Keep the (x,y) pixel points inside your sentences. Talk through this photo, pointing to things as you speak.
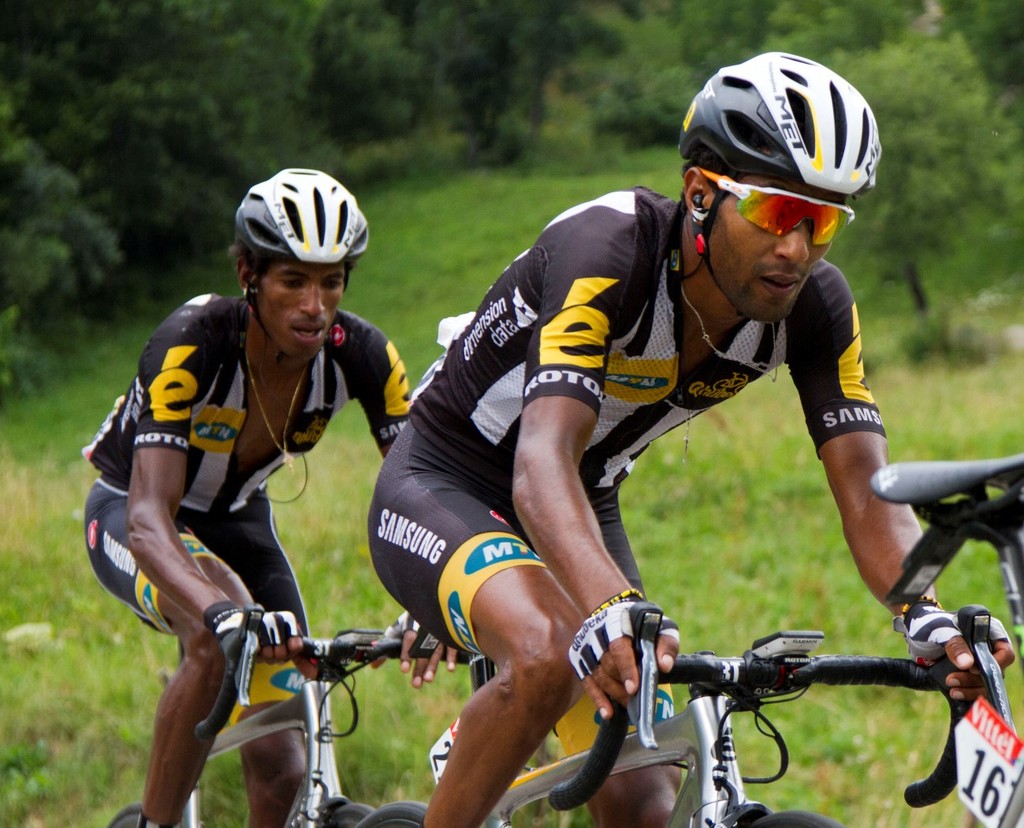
In this picture we can see two men (355,397) riding bicycles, they wore helmets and gloves (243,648), we can see grass (757,565) here, there are some trees (10,77) in the background (250,77).
